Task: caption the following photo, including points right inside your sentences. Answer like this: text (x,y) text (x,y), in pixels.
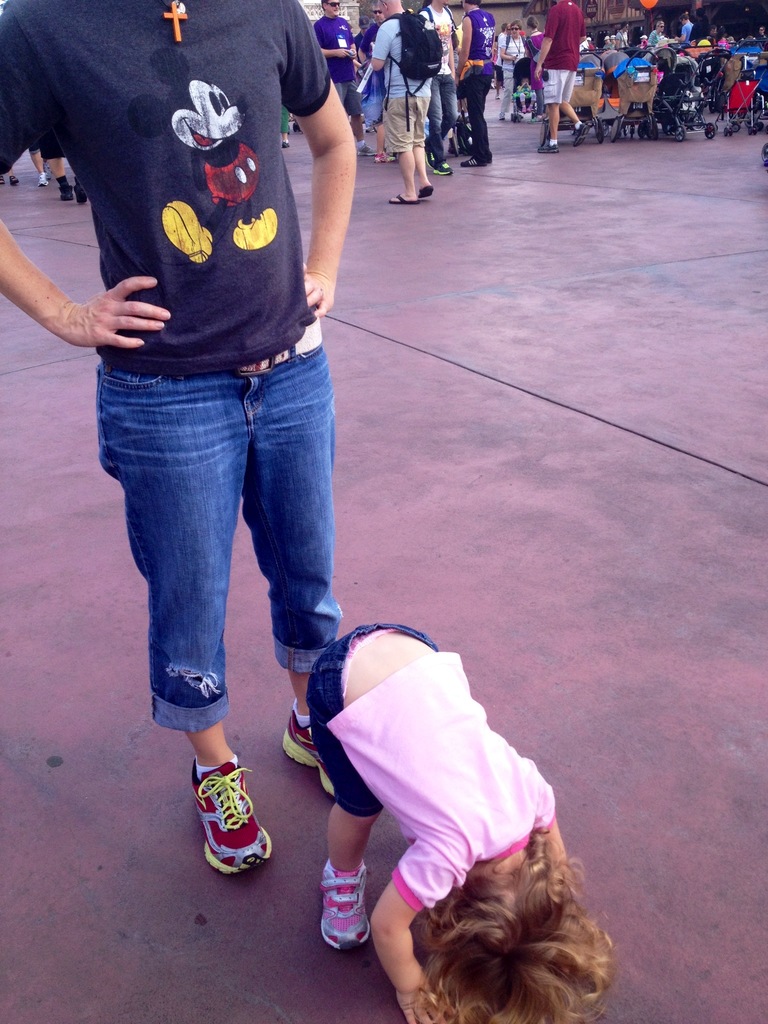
In this picture, we can see a few people (561,26), and we can see a child (365,805) bending, and we can see the ground (629,135) and some objects (728,106) on the ground (371,275) like baby trolley (766,166).
